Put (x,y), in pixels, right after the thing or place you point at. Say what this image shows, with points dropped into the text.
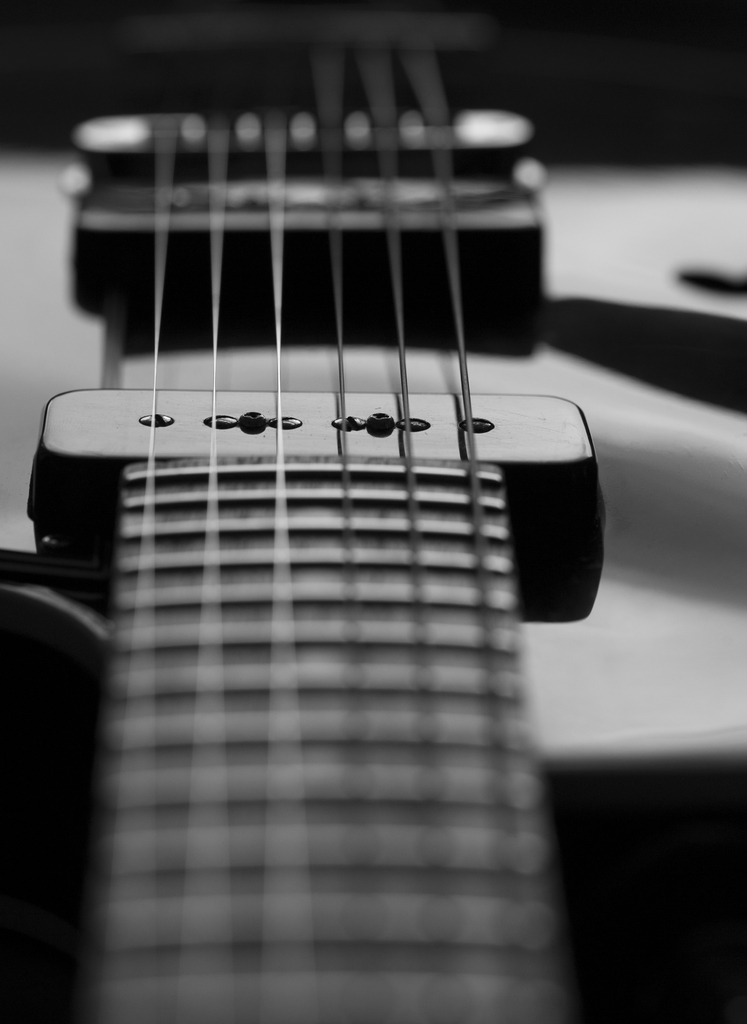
The picture consists of a guitar (505,435) with strings (155,331).
